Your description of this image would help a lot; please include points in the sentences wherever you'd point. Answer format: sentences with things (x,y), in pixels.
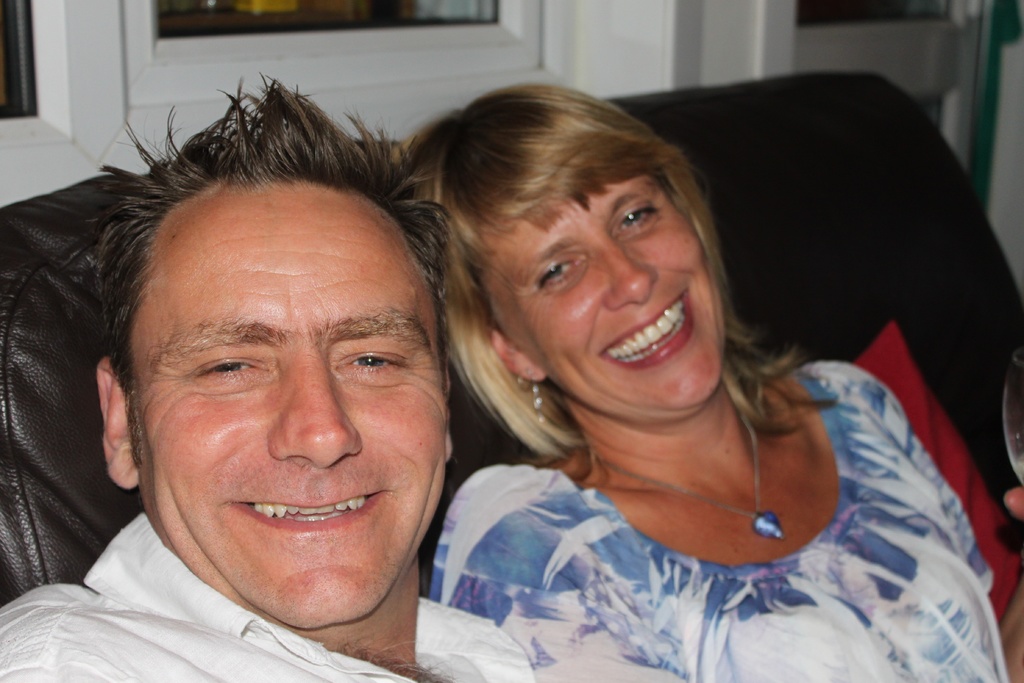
In this image, we can see two people (633,483) sitting on the sofa (857,328), in the background (257,4) we can see white color windows (15,143).
